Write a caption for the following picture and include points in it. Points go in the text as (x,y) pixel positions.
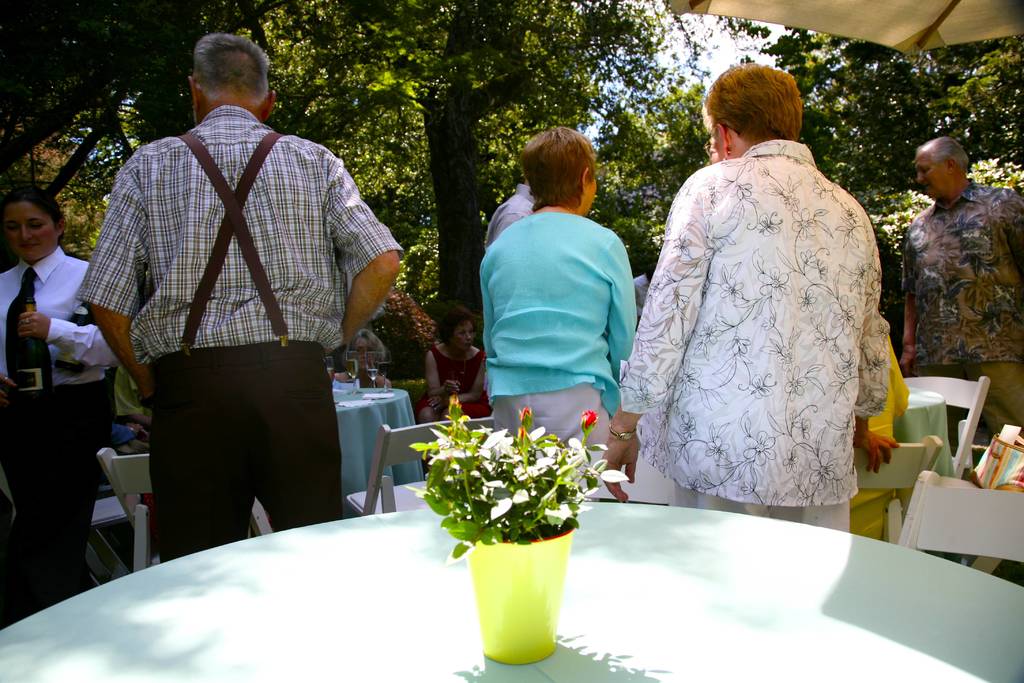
In this image I see lot of people (33,477) in which few of them are sitting on the chairs (128,493) and most of them are standing and I can also there are tables (901,438) in front (20,655) and there is a flower vase (582,476) over here. In the background (149,40) I see the trees (322,7).
